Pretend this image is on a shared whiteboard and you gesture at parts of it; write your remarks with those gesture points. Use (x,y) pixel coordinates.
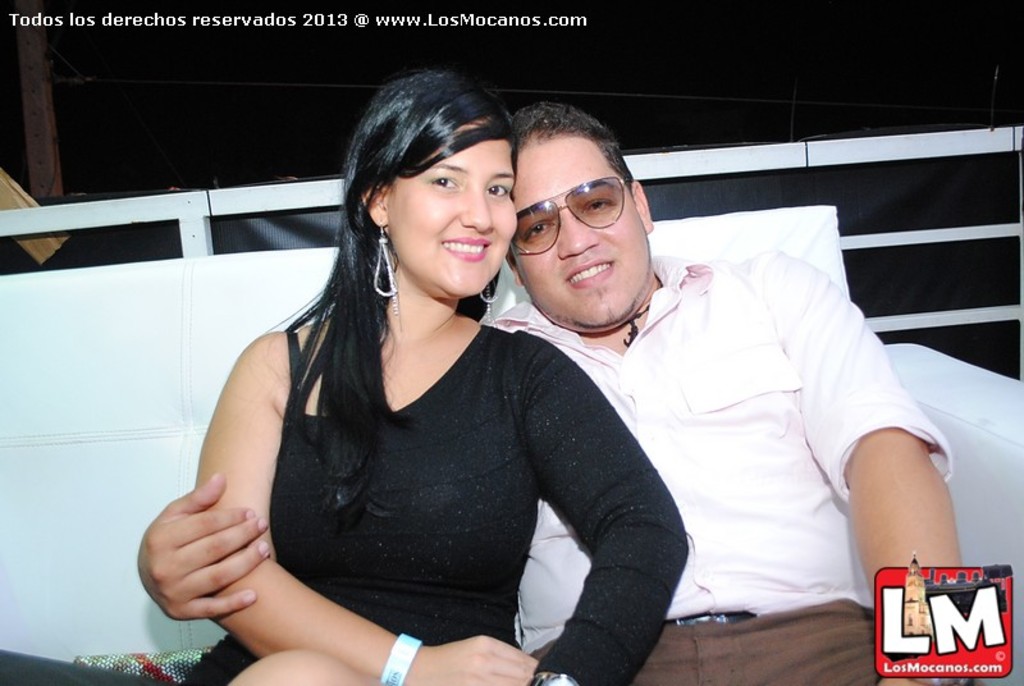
In the center of the image (580,377) a lady (357,406) and a man (707,598) are sitting on a couch (57,593). At the top of the image (327,228) wall (298,93) is there.
